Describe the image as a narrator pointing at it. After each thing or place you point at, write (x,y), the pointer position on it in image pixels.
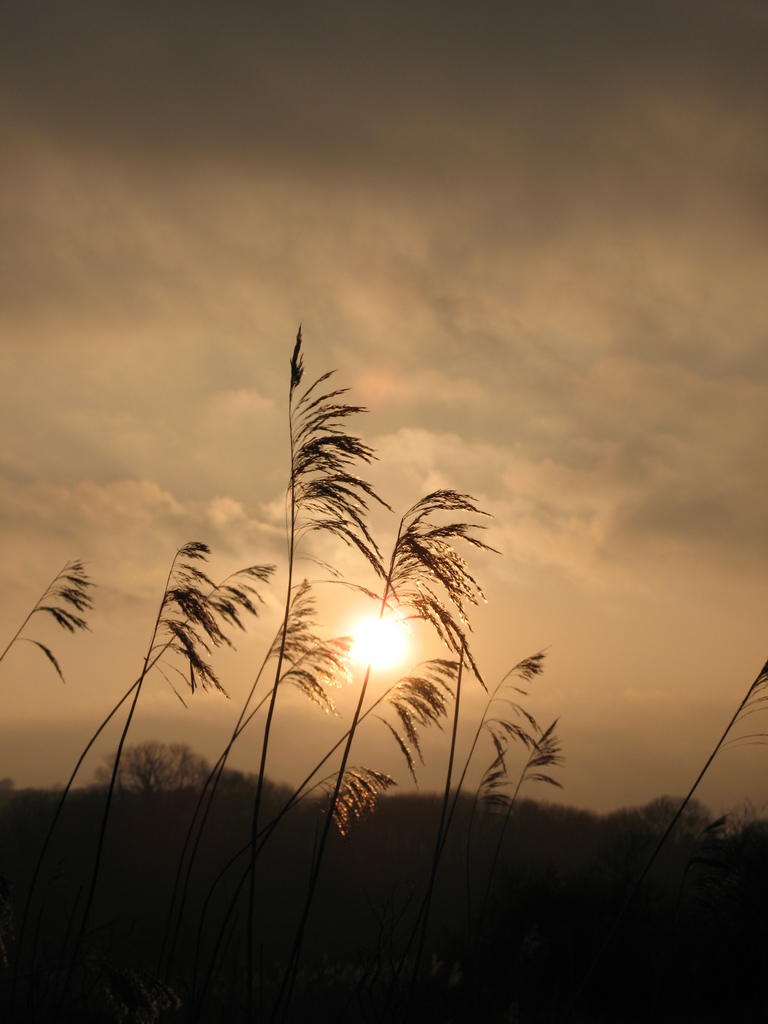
In this picture, we can see grass (346,812), trees (314,808), sun (366,648) and a cloudy sky (352,555).
